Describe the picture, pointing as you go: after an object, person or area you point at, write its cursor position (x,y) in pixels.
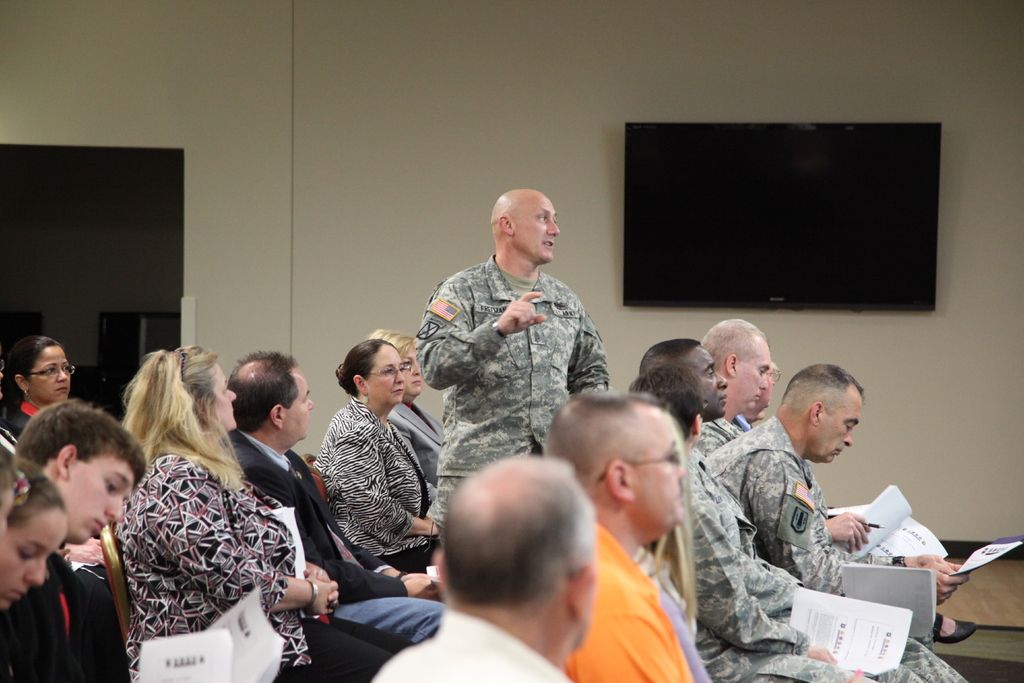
In this image there are many people (87,460) sitting. Some are holding papers (882,593). One person (527,428) is standing. In the back (325,139) there is a wall (299,147). On the wall (328,172) there is a TV (736,258).
